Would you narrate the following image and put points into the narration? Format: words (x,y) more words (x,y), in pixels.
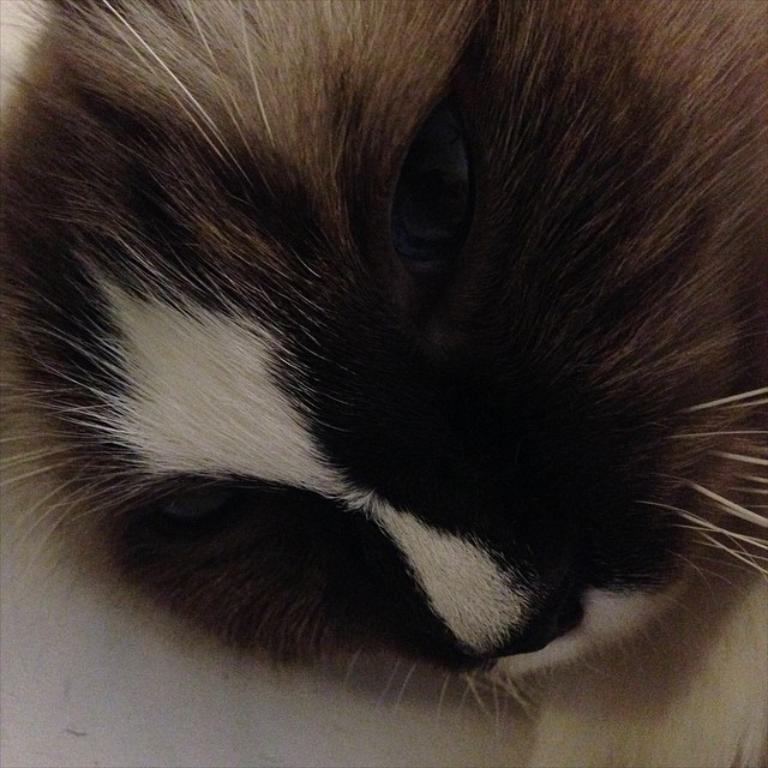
It is a zoomed in picture of a cat (351,313).
